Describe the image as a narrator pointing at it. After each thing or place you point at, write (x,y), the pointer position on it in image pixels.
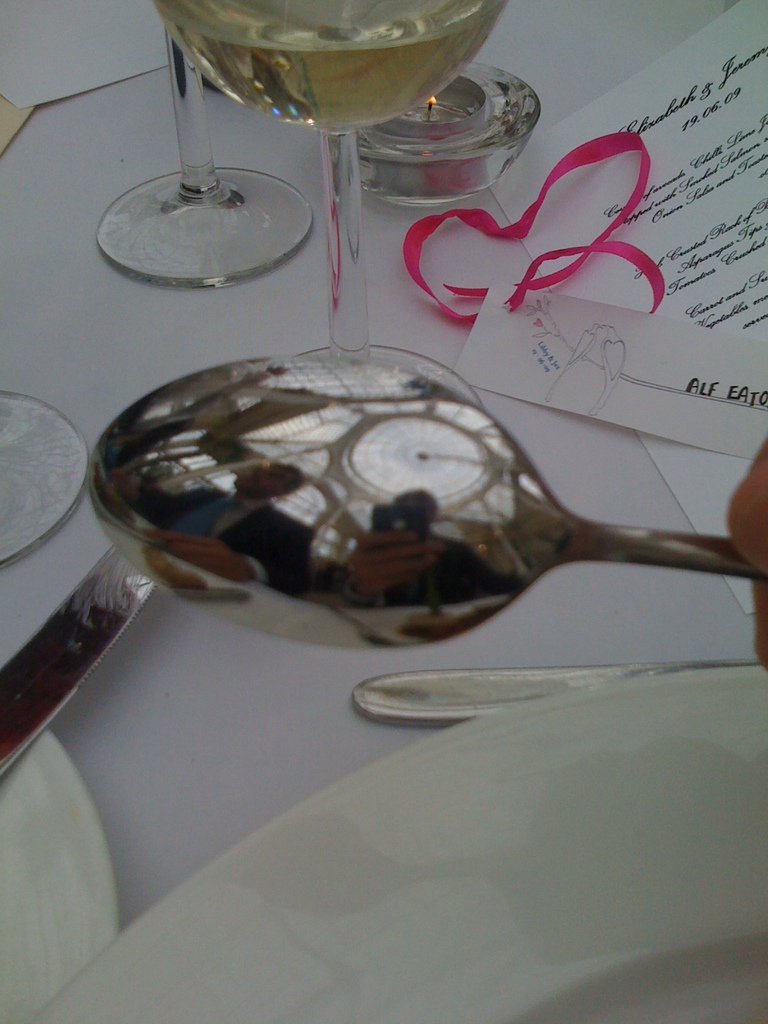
In this image I can see the glasses (283,186), spoons (459,693) and the plates (485,855). I can see a piece of paper (715,222) with some text (673,257) written on it.
